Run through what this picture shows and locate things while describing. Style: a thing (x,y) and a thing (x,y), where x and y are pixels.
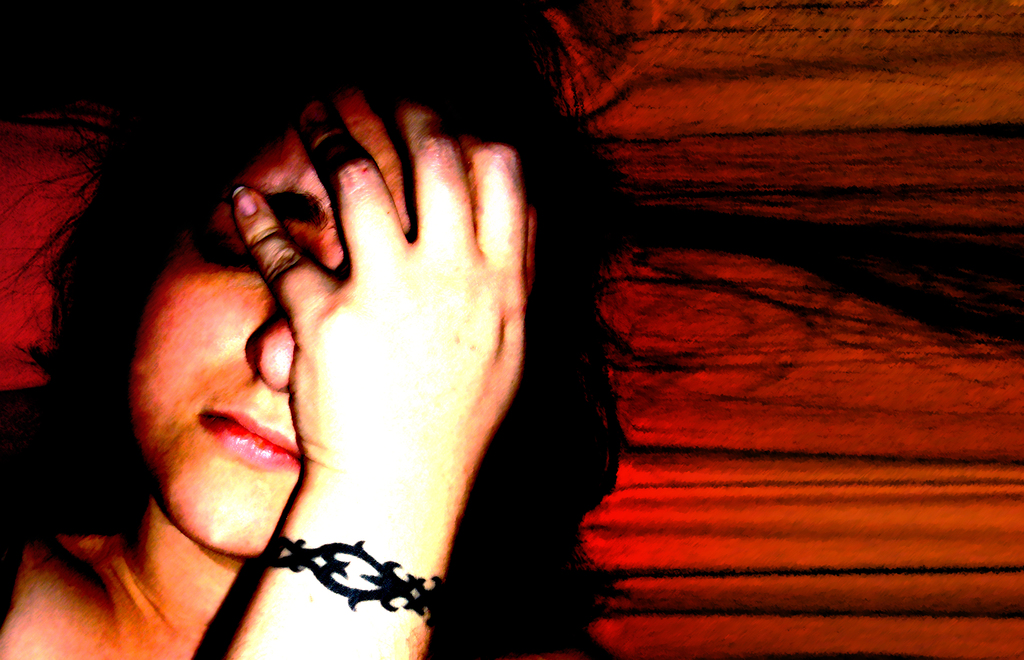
In this image I can see the person (377,215). Background (837,499) is in red and black color.
